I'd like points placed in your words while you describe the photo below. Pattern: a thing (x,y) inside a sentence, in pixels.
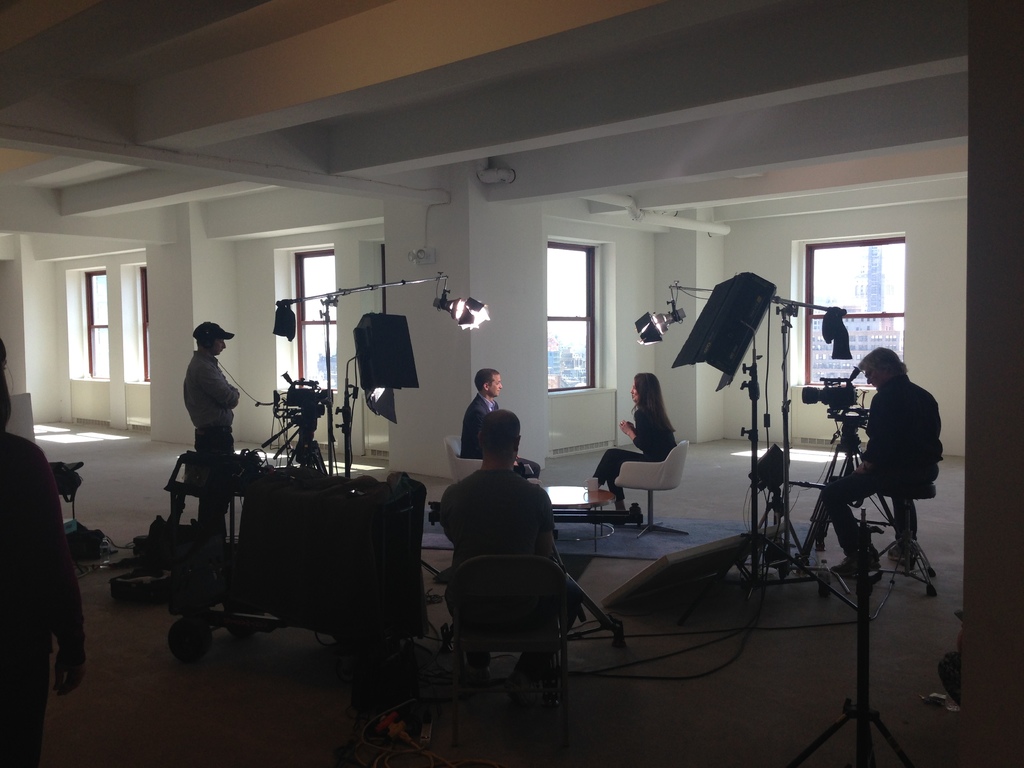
In this image few persons (654,422) are sitting on the chairs (623,475). There are few lights (749,312) attached to the stand (869,700). A person (929,409) is sitting before camera (849,397) which is fixed to a stand (854,430). Left side (203,366) there is a person (199,385) standing and he is wearing a cap (208,326). There are few objects (220,533) on the floor (300,720). Left side (24,767) there is a person (22,728) standing on the floor (326,716). Background (85,298) there are few windows (836,374) to the wall (431,331).
